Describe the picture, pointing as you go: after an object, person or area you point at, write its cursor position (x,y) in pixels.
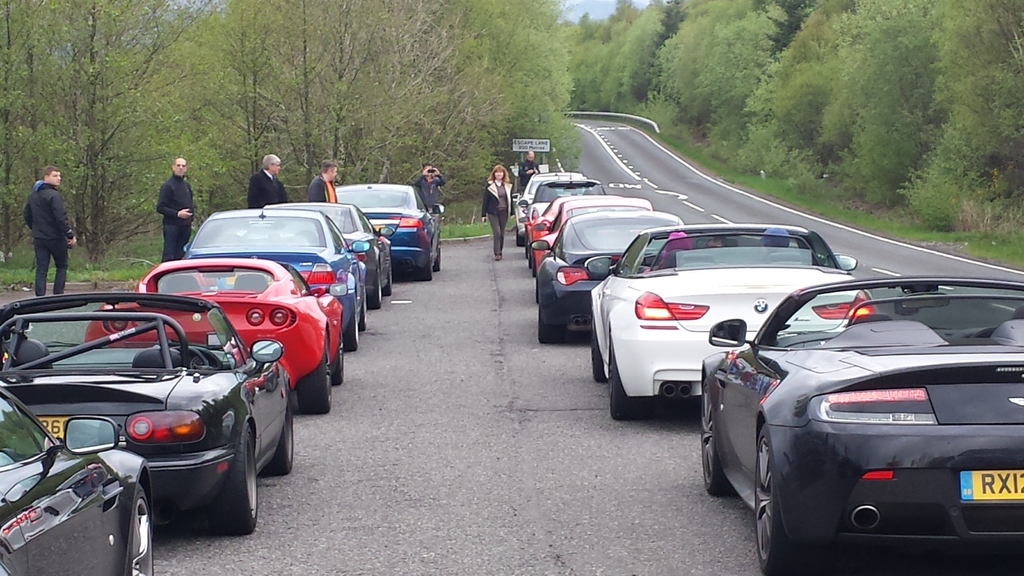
In this image I can see few people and few vehicles (243,498) on the road (466,356). I can see few trees (753,60) and the board (517,141) is attached to the poles (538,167).
